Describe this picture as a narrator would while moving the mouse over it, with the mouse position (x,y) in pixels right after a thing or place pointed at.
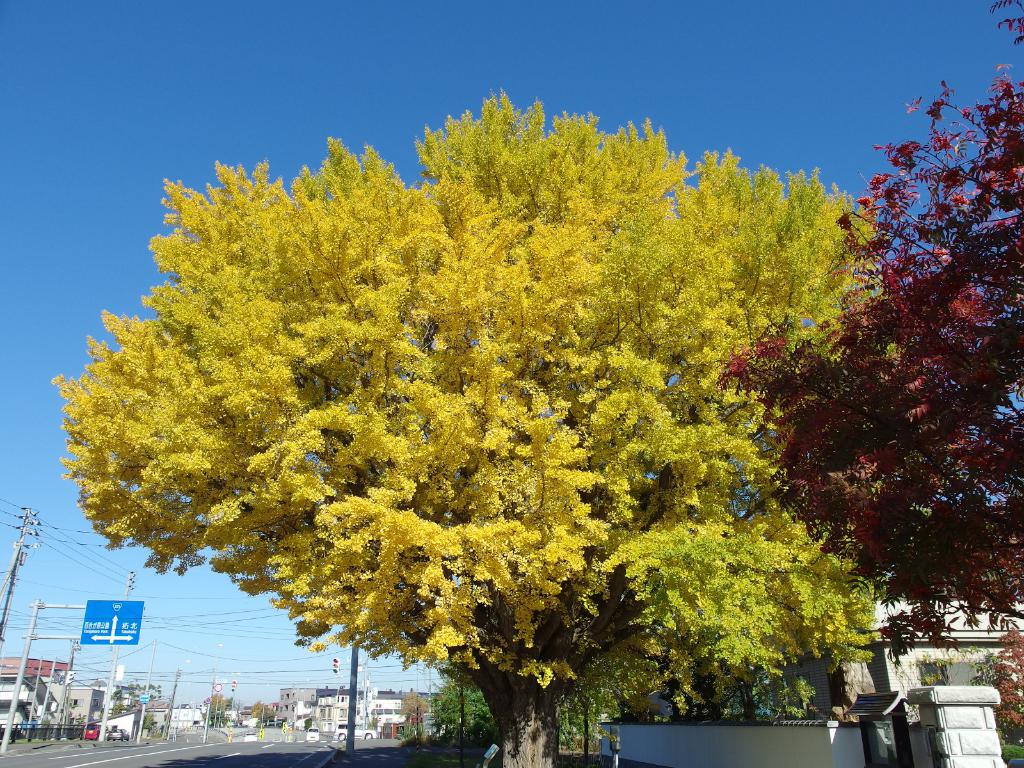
In this image we can see a many trees (581,417) and a street (208,751). There are a traffic signal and sign board (103,640) in the image. There are few vehicles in the image.
